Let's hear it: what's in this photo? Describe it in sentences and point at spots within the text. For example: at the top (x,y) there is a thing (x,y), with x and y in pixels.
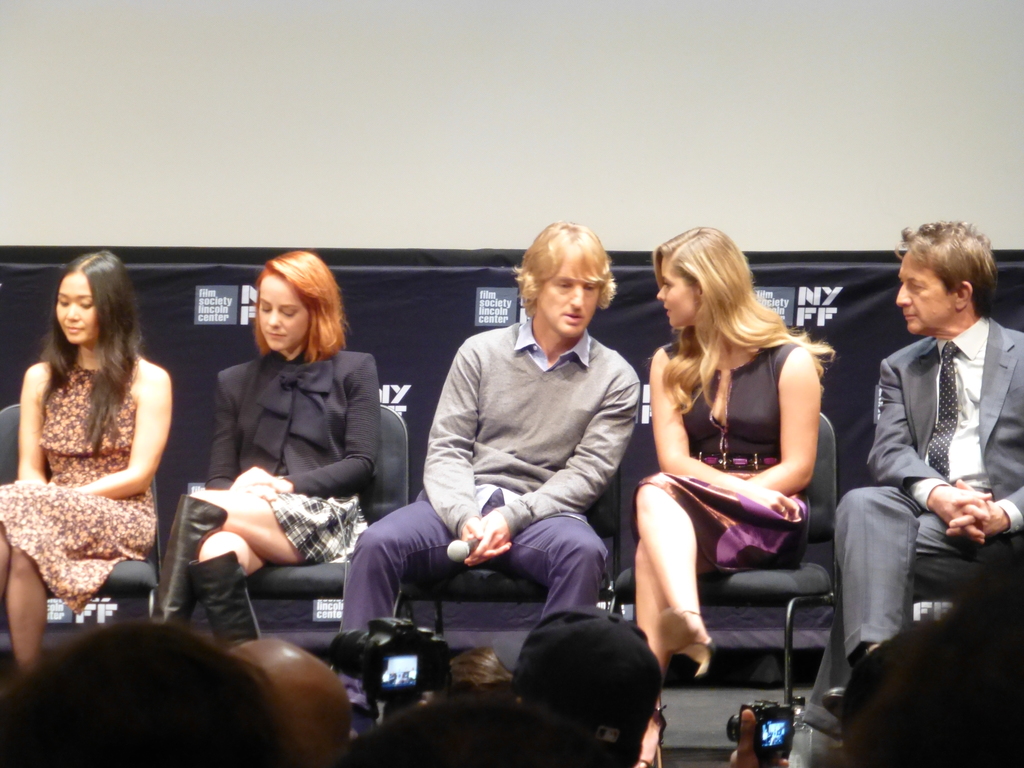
In this image there is a stage (715,733), On the stage (712,745) there are persons (560,447) sitting on the chair (614,550). And one person (550,527) holding a mic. And at the back (370,284) there is a wall (493,233) and a banner (355,287). And in front there are persons (611,632) holding a camera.
